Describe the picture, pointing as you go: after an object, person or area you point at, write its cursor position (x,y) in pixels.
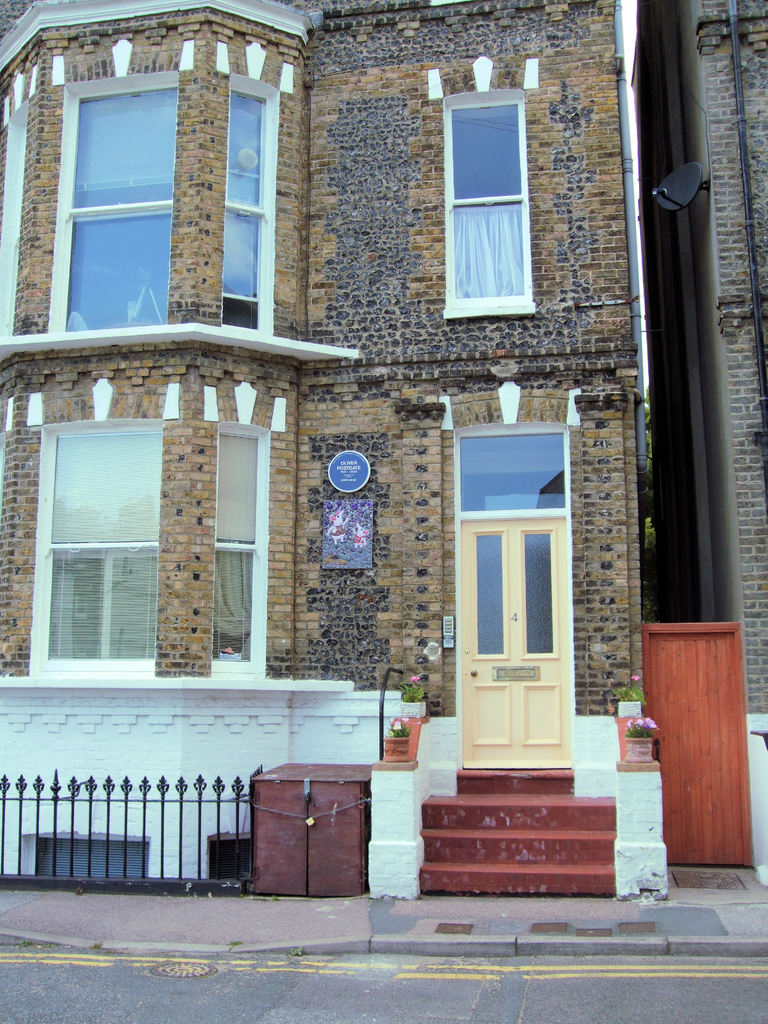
In this image, there are a few buildings (167,295). We can see some doors (700,789) and windows (144,458). We can see the ground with some objects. We can see the fence (199,890). We can see some stairs (445,813). We can see some poles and a dish antenna (695,167) on the buildings (704,160).
